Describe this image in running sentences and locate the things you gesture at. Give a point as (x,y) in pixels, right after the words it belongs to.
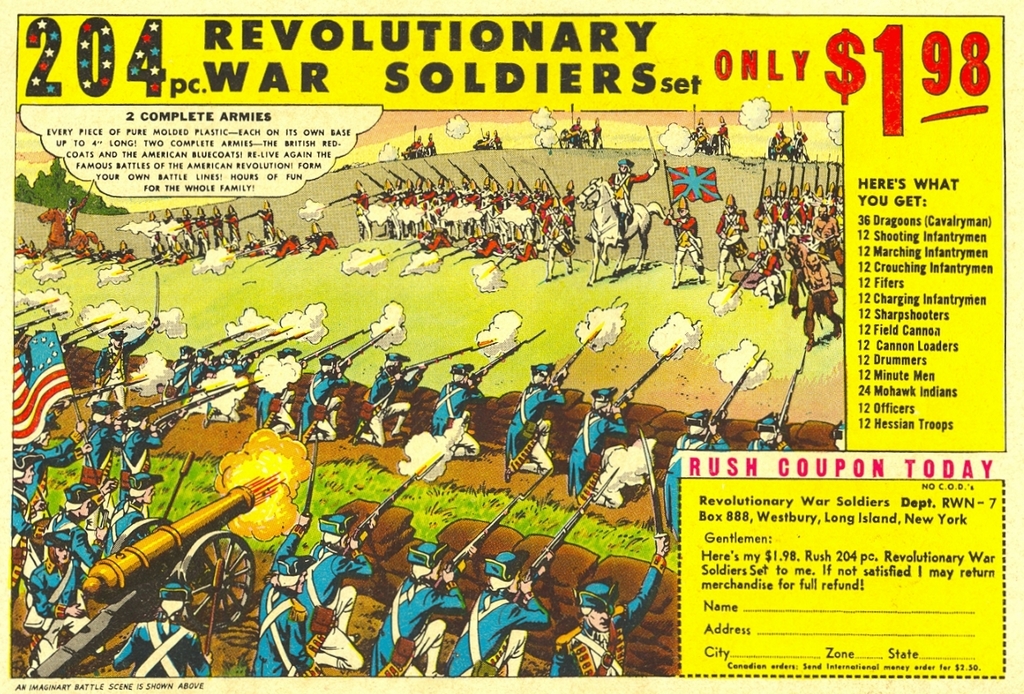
In this image we can see a poster (794,258). There is text (431,40) in the image. Also there are animated characters (468,187) in the image.
